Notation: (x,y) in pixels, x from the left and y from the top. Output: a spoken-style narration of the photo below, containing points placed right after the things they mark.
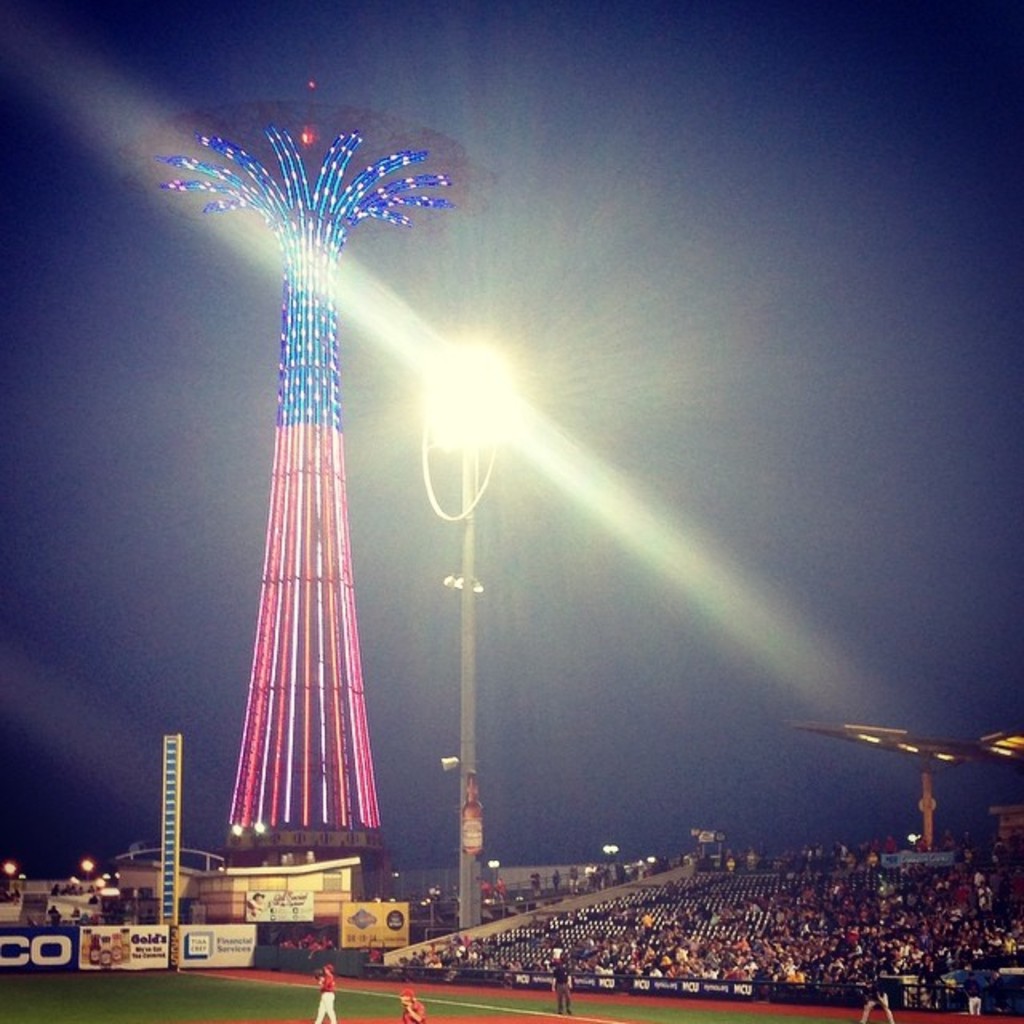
In this image there are group of people (613,966) sitting on the chairs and standing on the ground (631,1017) in a stadium (645,933), and in the background (133,961) there are boards (105,945), lights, poles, a tower (454,185) with lights (315,523), sky (554,490).
